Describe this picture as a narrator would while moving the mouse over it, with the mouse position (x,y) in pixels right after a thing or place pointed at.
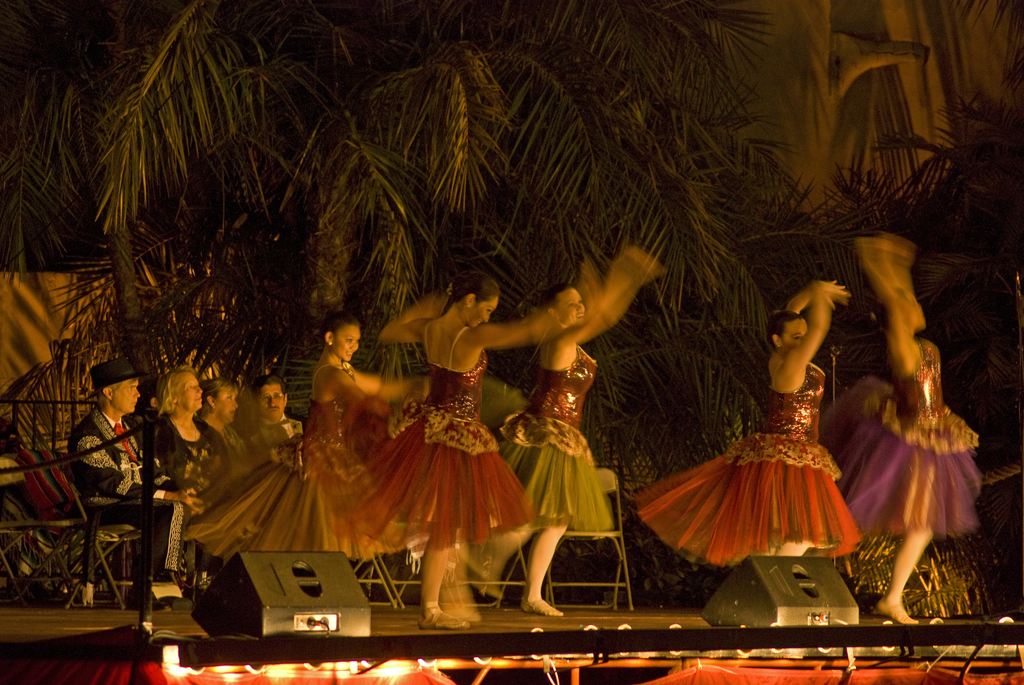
This image is taken in the dark, we can see these people (908,567) are dancing on the stage (511,615) and these people (90,492) are sitting on the chairs (123,527). Here we can see the show lights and the trees (97,277) in the background (349,306).
